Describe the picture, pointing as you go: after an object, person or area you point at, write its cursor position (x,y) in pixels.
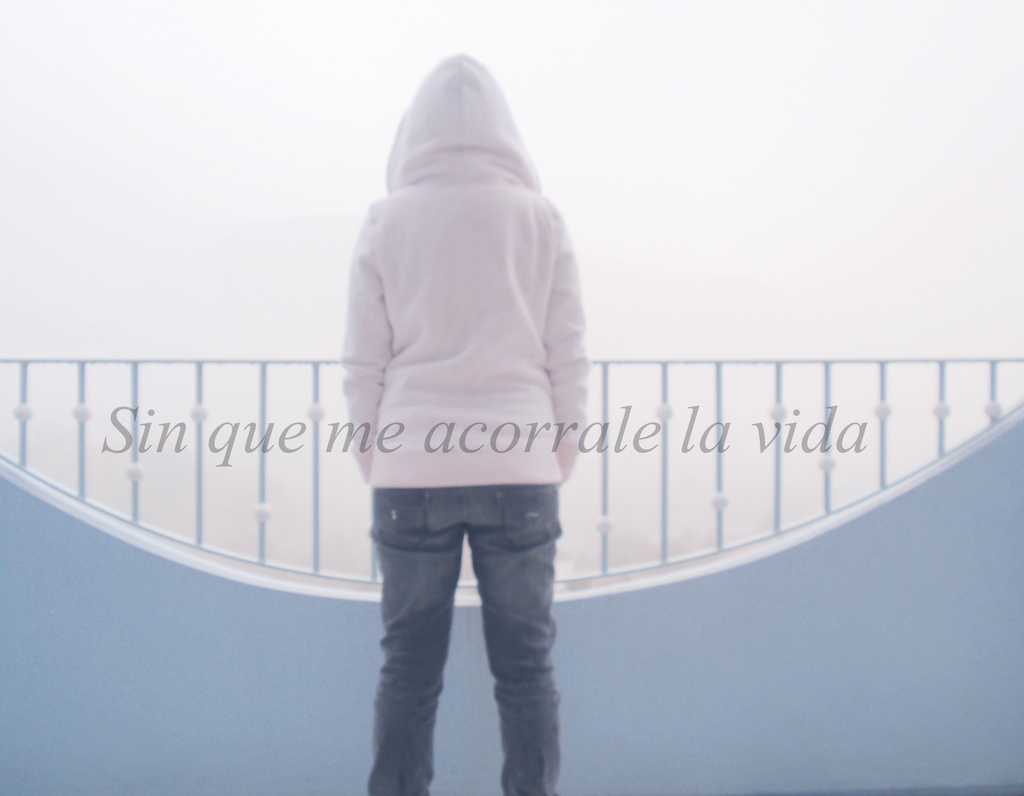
In this image we can see the back view of a person (490,365) and the person (492,559) is standing. Behind the person (537,641) we can see the fence (836,463). On the image there is a text (497,433).
